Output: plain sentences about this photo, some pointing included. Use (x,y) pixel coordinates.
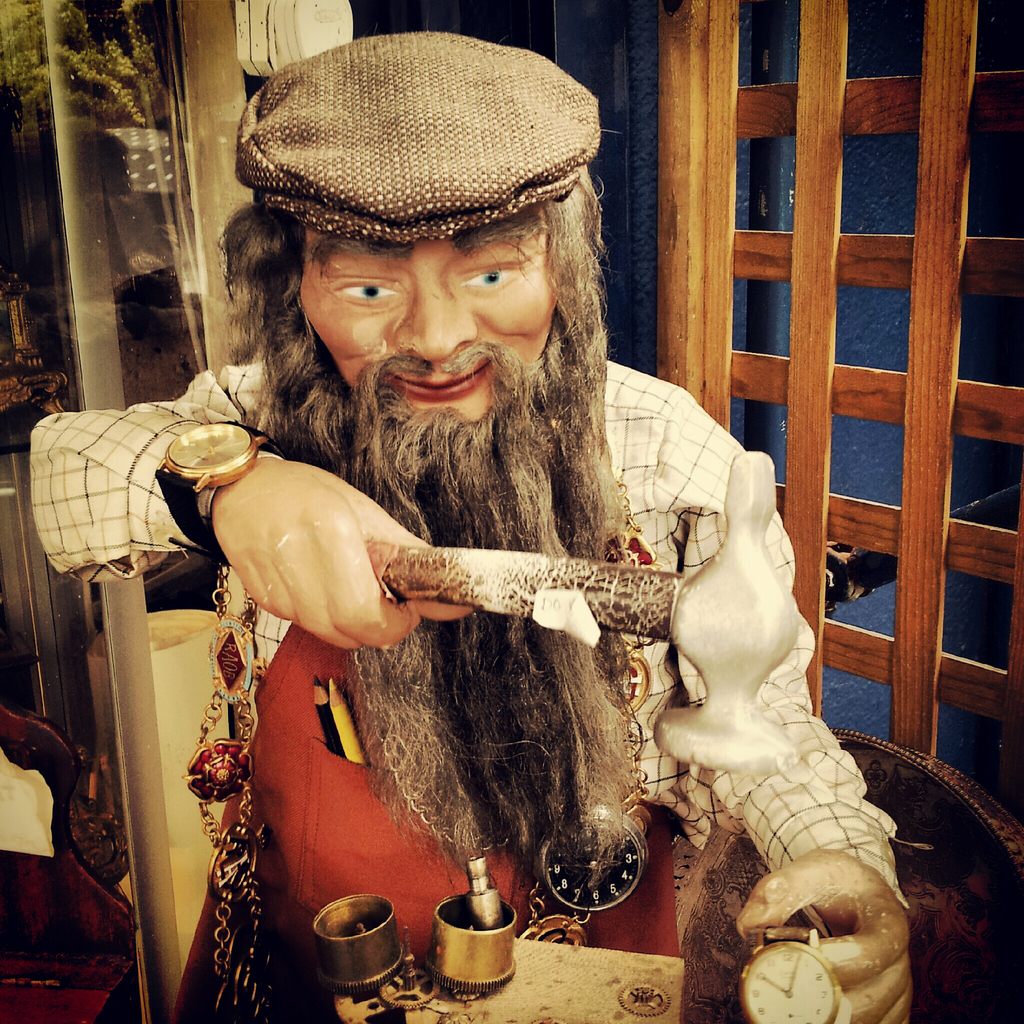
In this image, we can see a doll (340,651) and in the background (443,30), there is a wall (656,77) and window (823,319).
